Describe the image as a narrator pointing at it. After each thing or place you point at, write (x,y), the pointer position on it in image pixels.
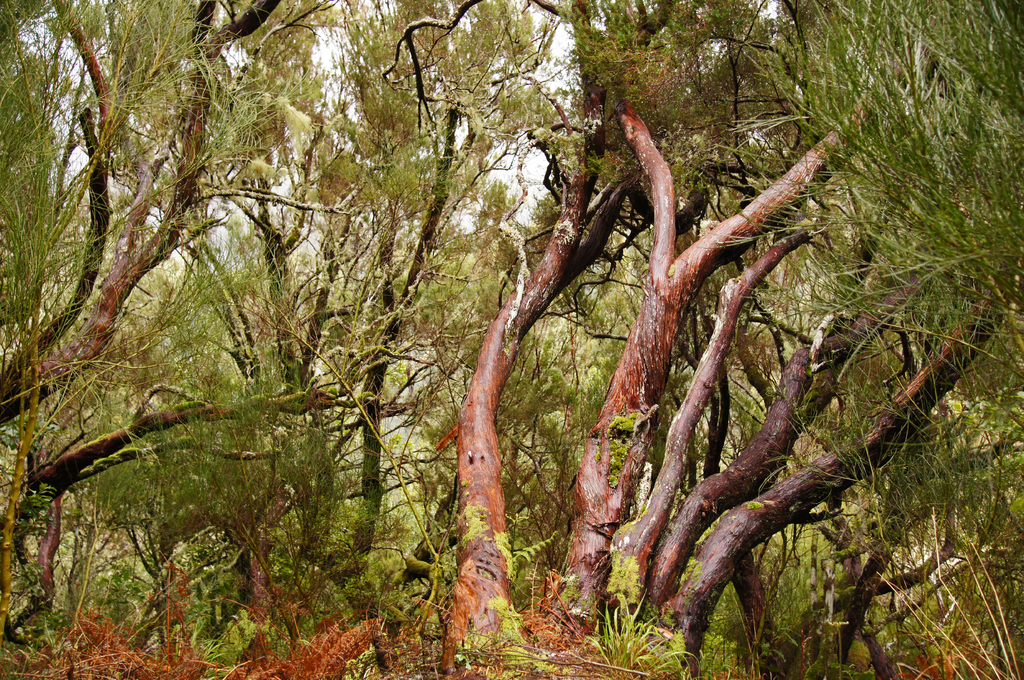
In the image there is a forest (453,421), of trees (532,477) all over the place.
